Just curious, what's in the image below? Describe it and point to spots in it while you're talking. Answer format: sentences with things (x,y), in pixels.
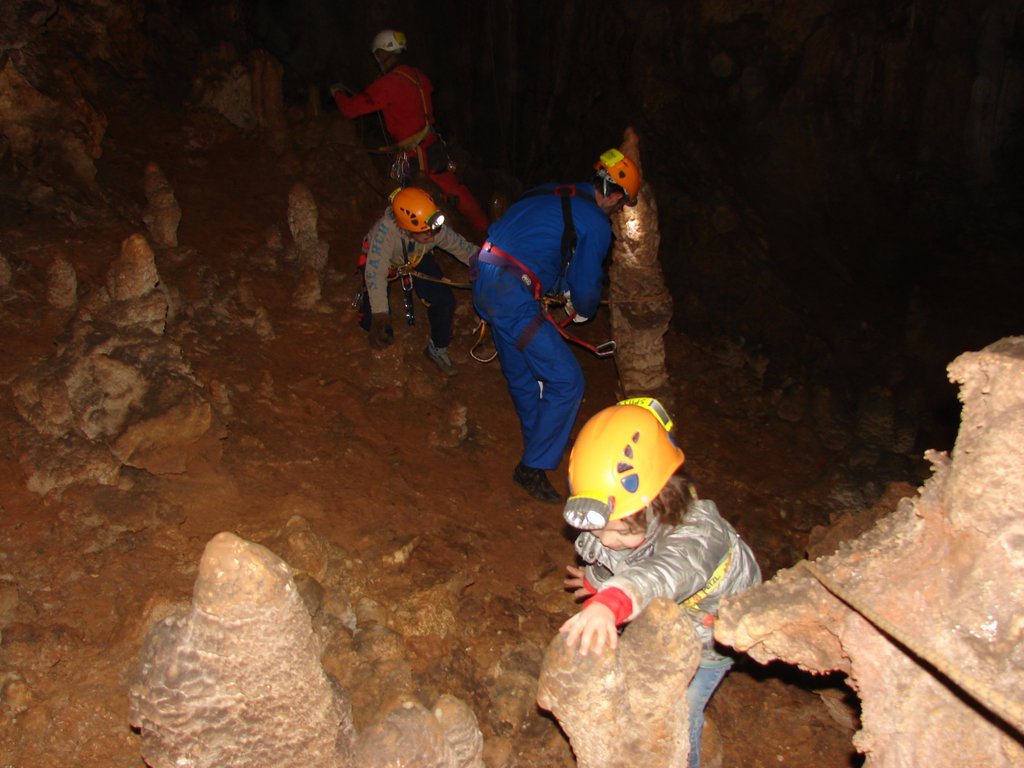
In this image I can see four people (580,277) with different color dresses (528,399) and also the helmets (602,420). To the side of these people (530,413) I can see many rocks (103,410). And there are lights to the helmet (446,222).
